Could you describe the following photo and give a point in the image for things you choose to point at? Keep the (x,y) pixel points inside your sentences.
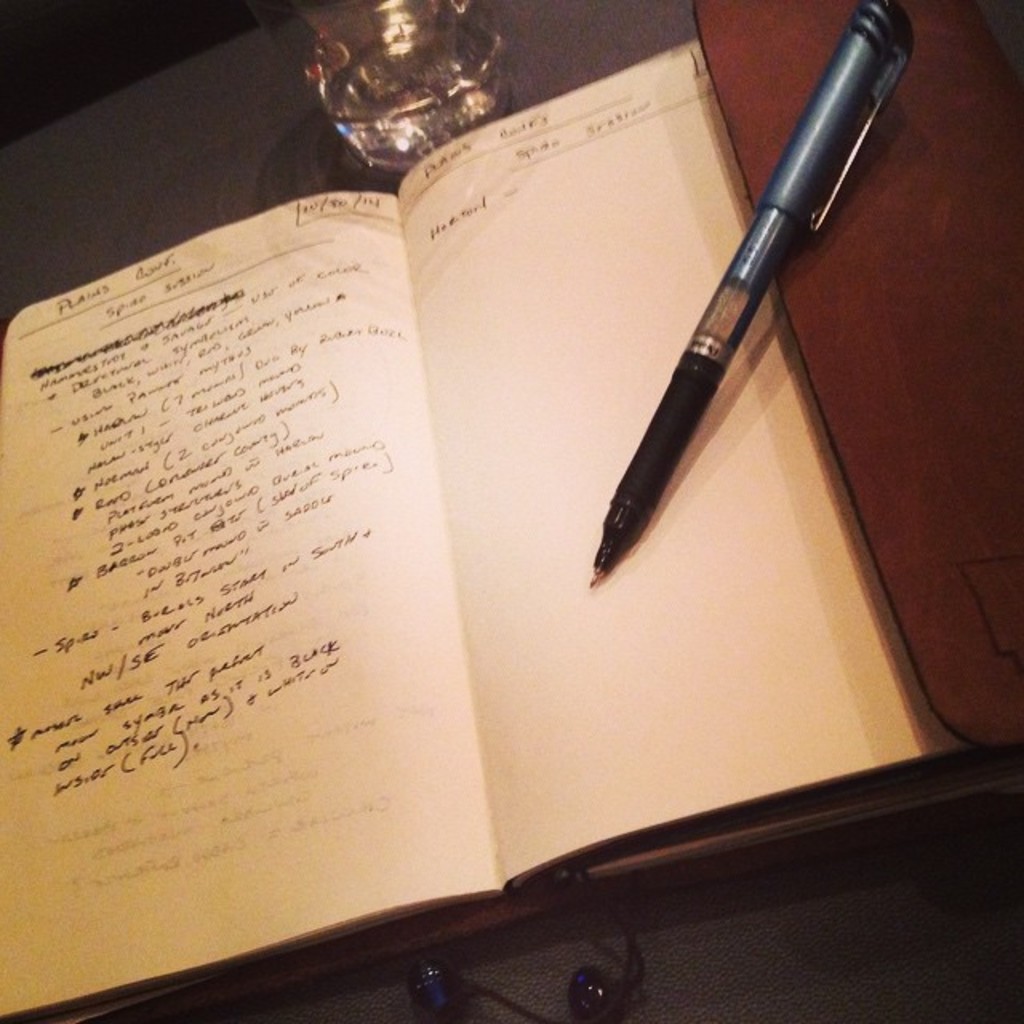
There is a book (419,544) with white color papers (456,475) as we can see in the middle of this image (357,362). There is a pen (702,354) on the right side of this image (709,313). There is a glass (442,107) on the top of this image (391,56).
